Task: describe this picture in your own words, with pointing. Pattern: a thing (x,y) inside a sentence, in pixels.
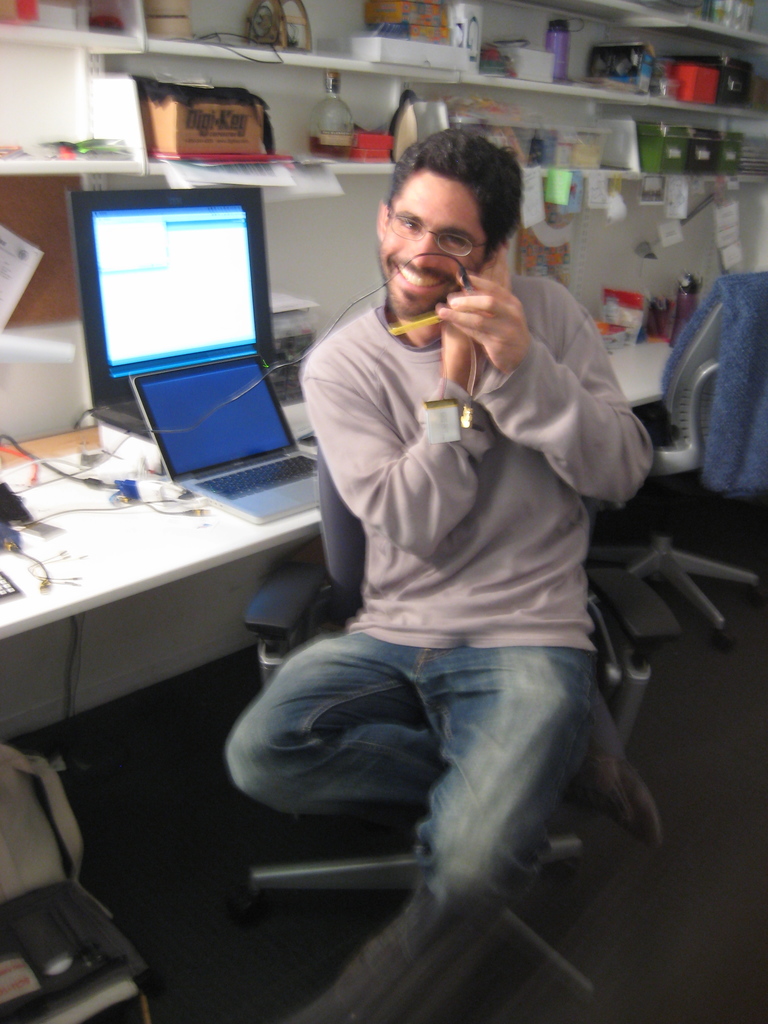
In this image i can see man (576,438) sitting on a chair (649,594) he is wearing ash t-shirt (498,597) and a jeans (487,667), there is a laptop (252,440) and a desk top (193,305) on a table (12,569) there are few cardboard (228,133), bottles (343,117), water bottles (562,44), a box (706,155), few papers (526,208) on a rack (470,70), there is the other chair (701,361) at the background (692,348).
